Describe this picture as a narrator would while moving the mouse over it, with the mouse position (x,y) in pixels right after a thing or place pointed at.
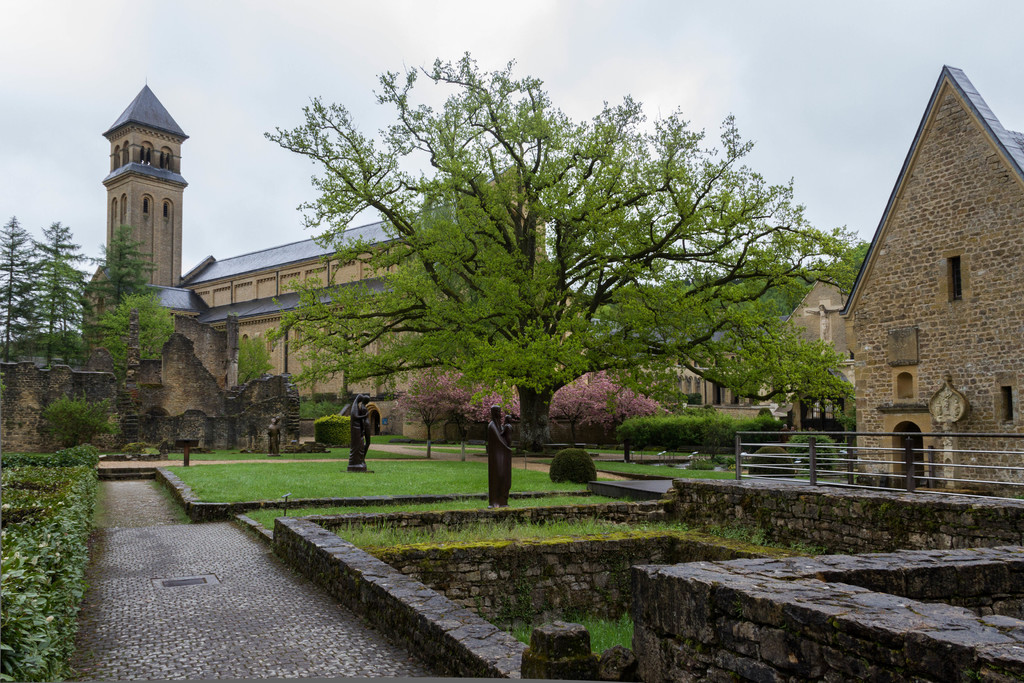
In this image I can see in the middle (472,399) there are statues (507,418) and trees (385,368). At the back side (380,417) there are houses (397,430), at the top (308,170) it is the sky (745,93). On the right side (772,488) there is a stone wall (620,581).
